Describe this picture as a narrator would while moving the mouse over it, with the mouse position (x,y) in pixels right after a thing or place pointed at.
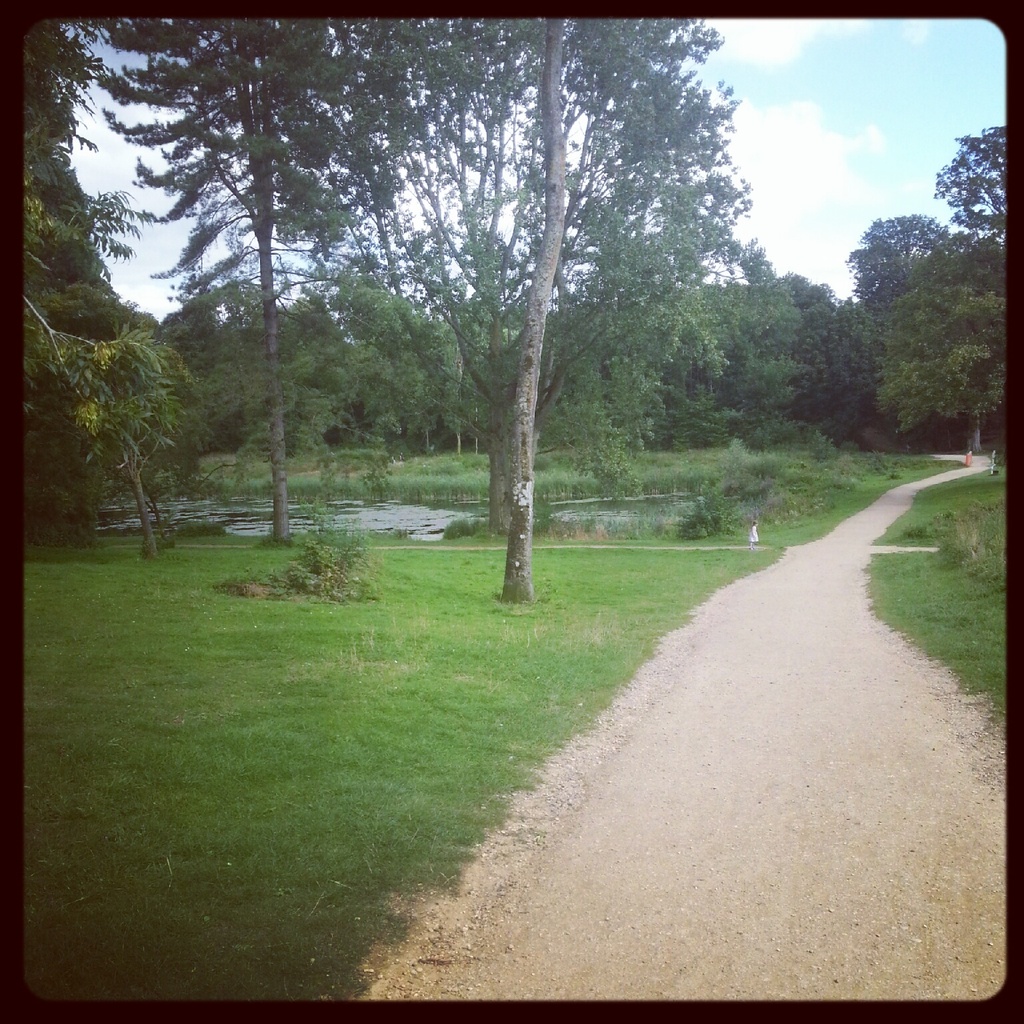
This picture shows few trees (434,82) and we see water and few plants (713,497) and grass (278,561) on the ground (854,555) and we see a blue cloudy sky (778,122) and a path (829,924) to walk.
